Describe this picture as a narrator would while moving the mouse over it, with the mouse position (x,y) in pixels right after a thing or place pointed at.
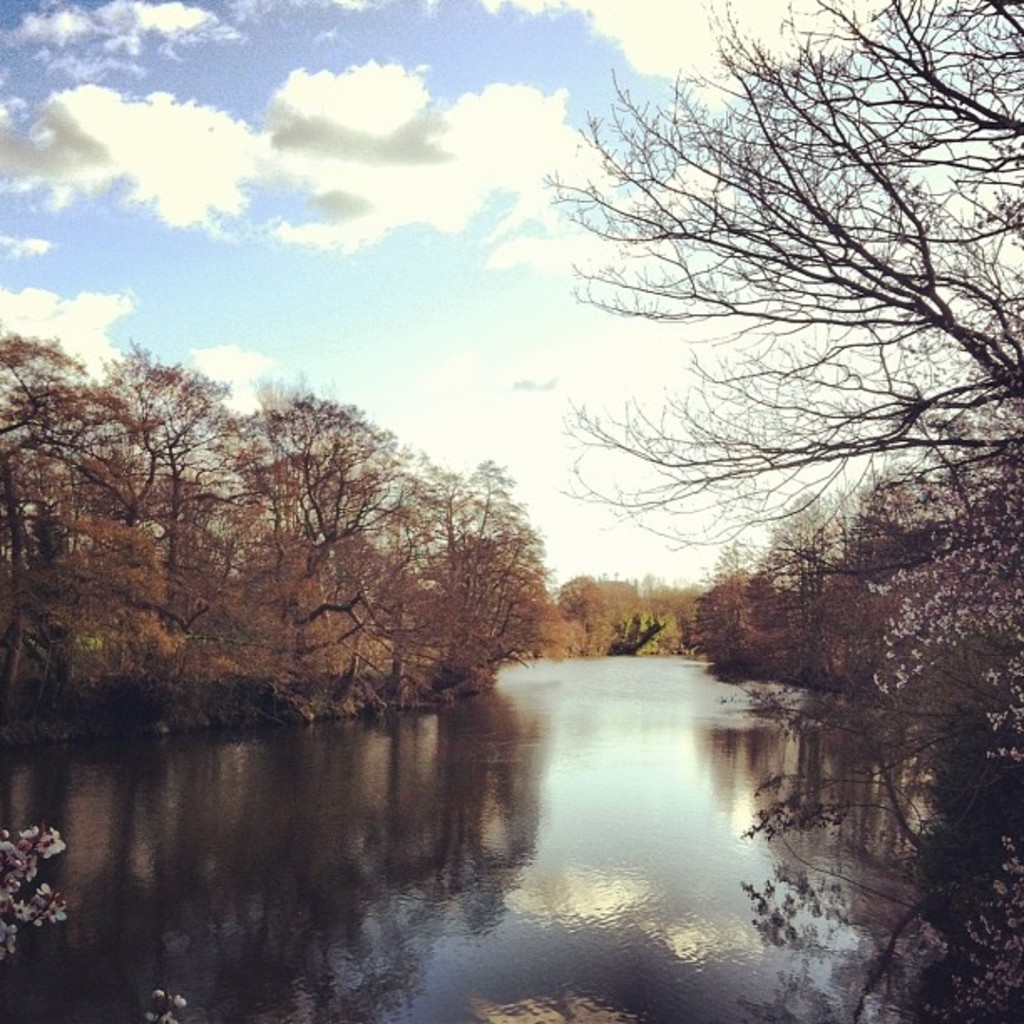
In the center of the image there is water (529,815). To both sides of the image there are trees (733,583). At the top of the image (397,93) there is sky (270,226) and clouds (343,214).
